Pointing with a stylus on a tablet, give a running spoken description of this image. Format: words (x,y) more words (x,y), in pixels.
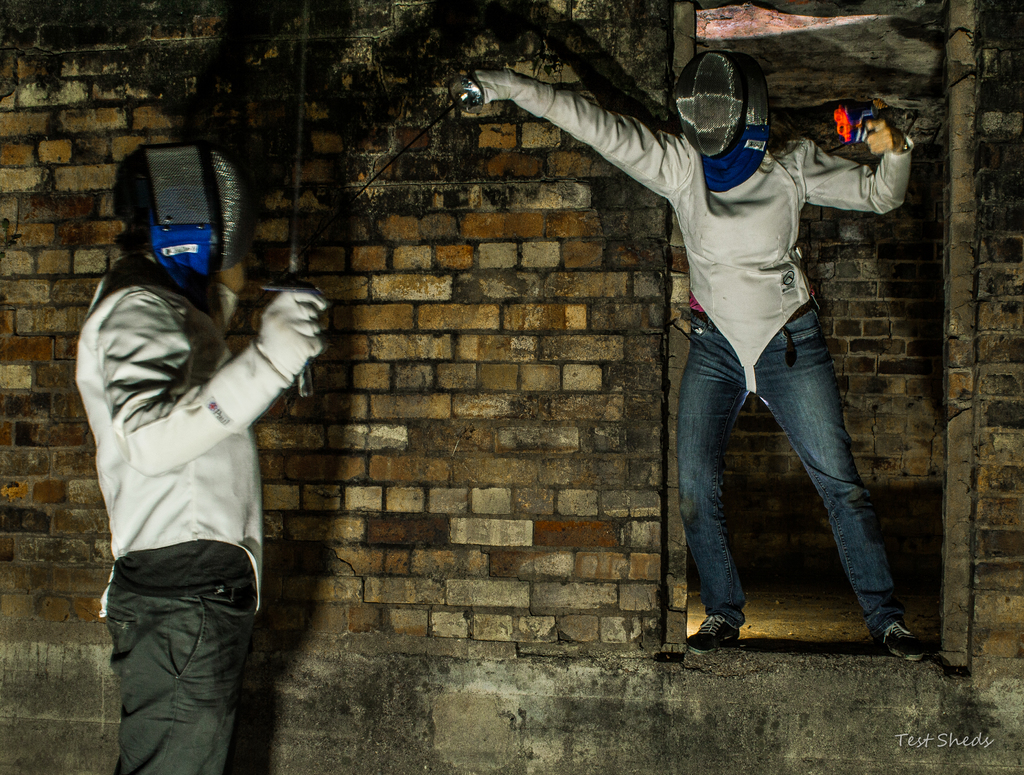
In this image I can see two persons (224,311) are standing and I can see both of them are wearing white colour dress (151,292), jeans (140,713), gloves (522,81), helmets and both of them are holding swords (295,198). On the bottom right corner of this image (987,736) I can see something is written.
